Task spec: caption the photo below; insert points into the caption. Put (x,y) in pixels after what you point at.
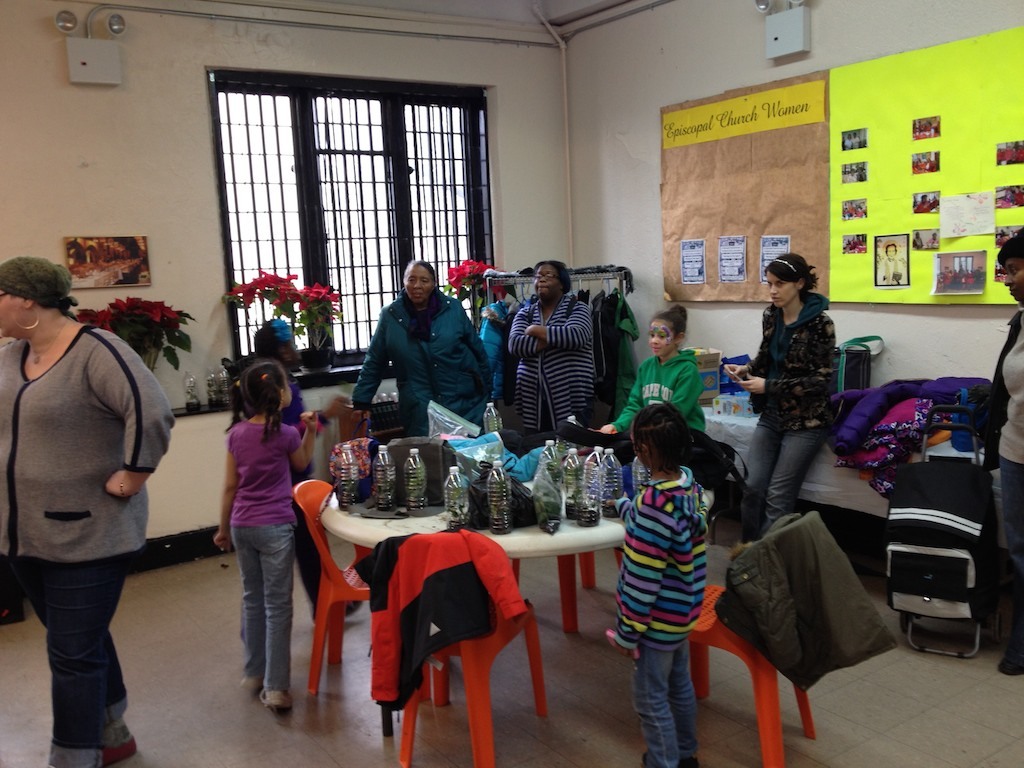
This picture is taken inside the room (185,279) where group of persons (117,386) are standing and sitting. At the right side of the wall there is a board (851,152). In the center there is a window (373,170) on the wall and frame (110,256) attached to it. On the desk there are flowers (165,334). In the background (472,337) women (519,318) are standing. In the center (546,496) there is a round table (546,537) and a bottles (571,499) are kept on this table (527,535). There are chairs (316,539) which is red in colour. At the right side of the table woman (811,424) is leaning on the table (749,420), there are clothes (898,404).
